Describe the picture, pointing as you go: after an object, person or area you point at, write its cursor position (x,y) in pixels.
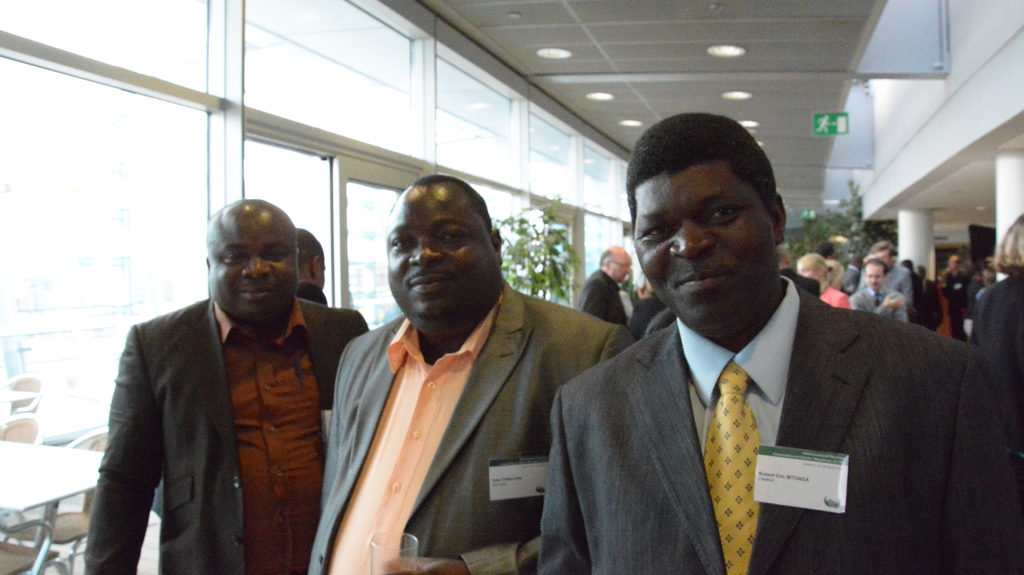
As we can see in the image there are few people (644,370) here and there, wall (880,172), lights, windows (486,174) and plants (857,216).
